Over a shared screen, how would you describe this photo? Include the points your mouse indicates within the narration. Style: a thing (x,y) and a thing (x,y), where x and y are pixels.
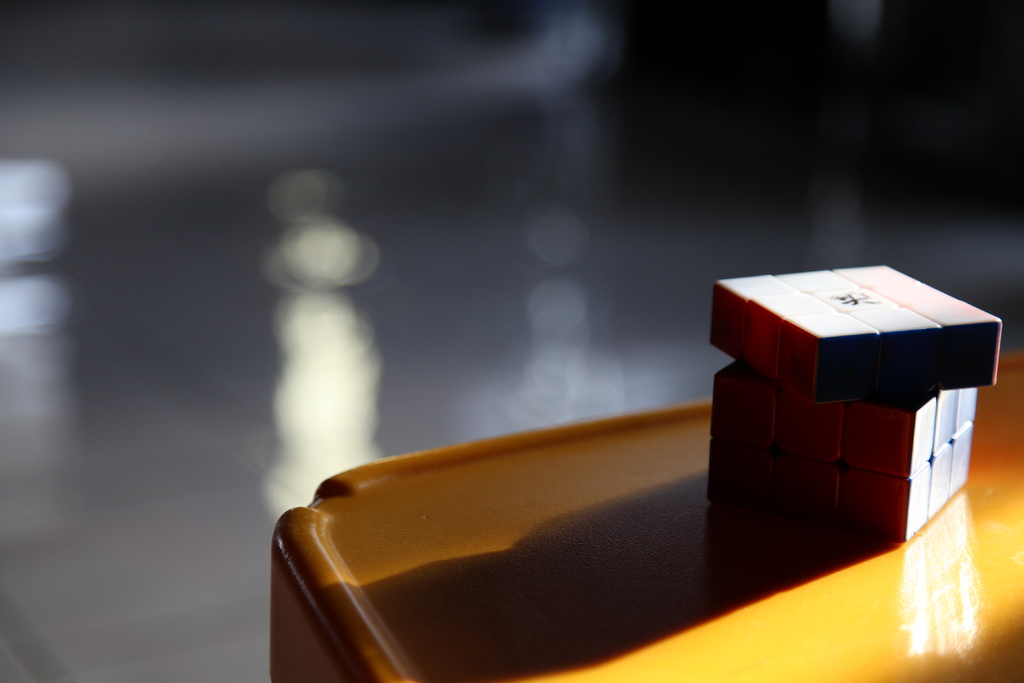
On the right side of the image (821,463) there is a Rubik's cube (844,504) which is placed on the table (416,587).
